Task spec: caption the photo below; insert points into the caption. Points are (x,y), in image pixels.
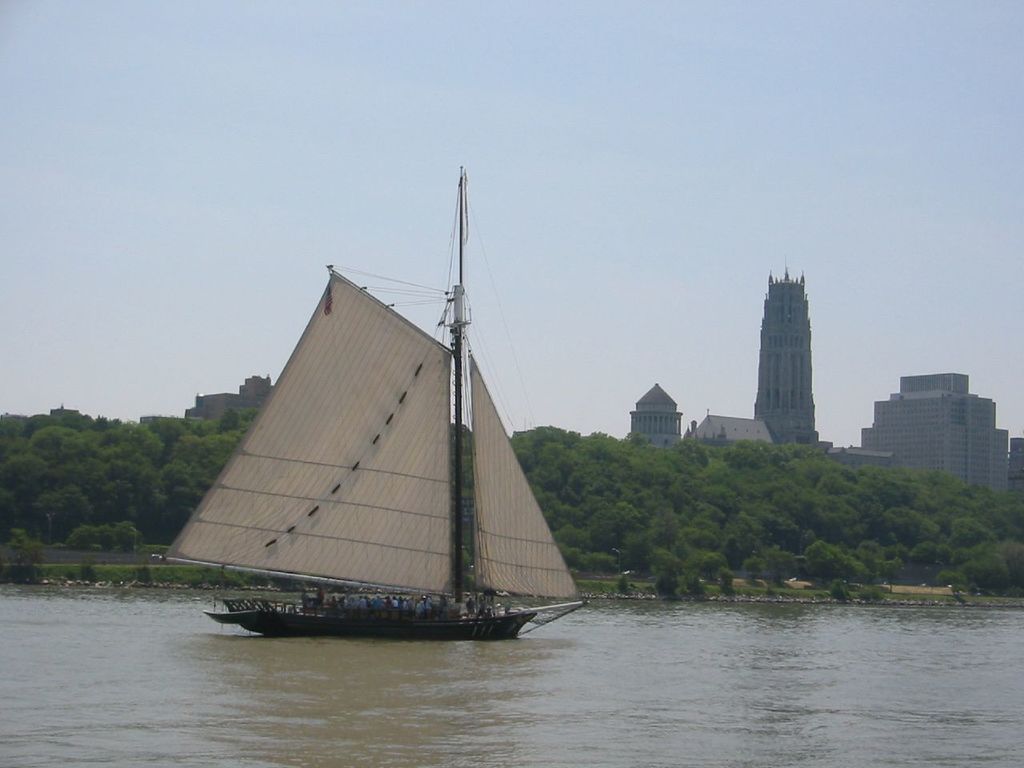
There is ship (455,561) in the water (709,667), there are buildings (785,402) and trees (730,518), this is sky (586,133).
